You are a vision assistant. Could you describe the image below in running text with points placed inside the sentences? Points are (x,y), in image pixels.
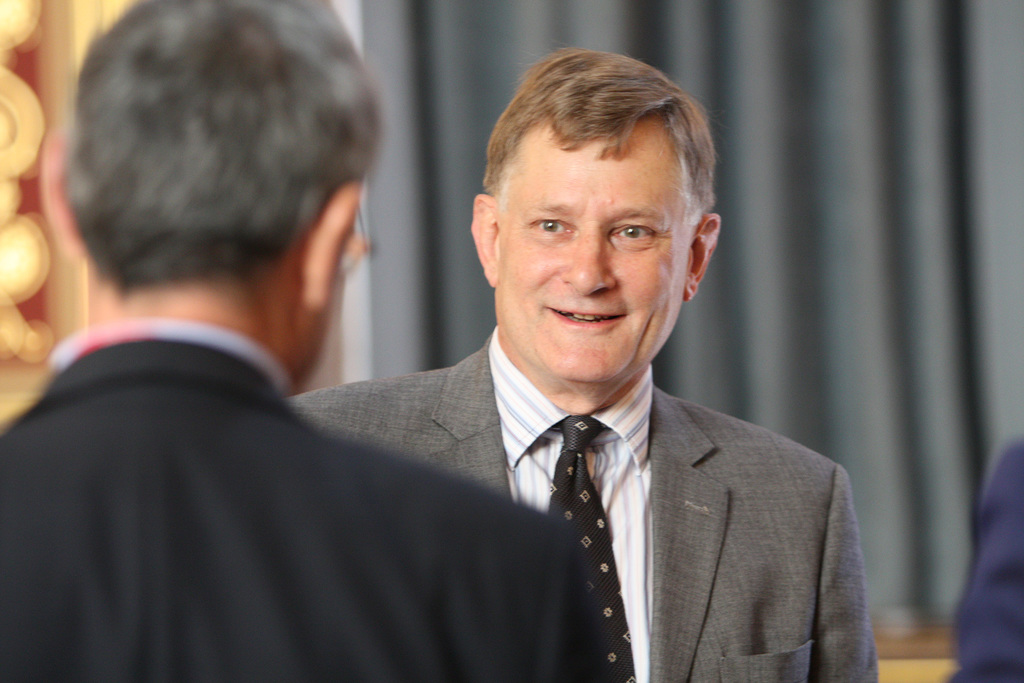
This image consists of two persons (512,584). One is black blazer (381,557), another one is wearing a gray blazer (667,533). He is wearing a tie (584,461). It is in black color. There is a curtain (730,116) behind him. It is in gray color.
